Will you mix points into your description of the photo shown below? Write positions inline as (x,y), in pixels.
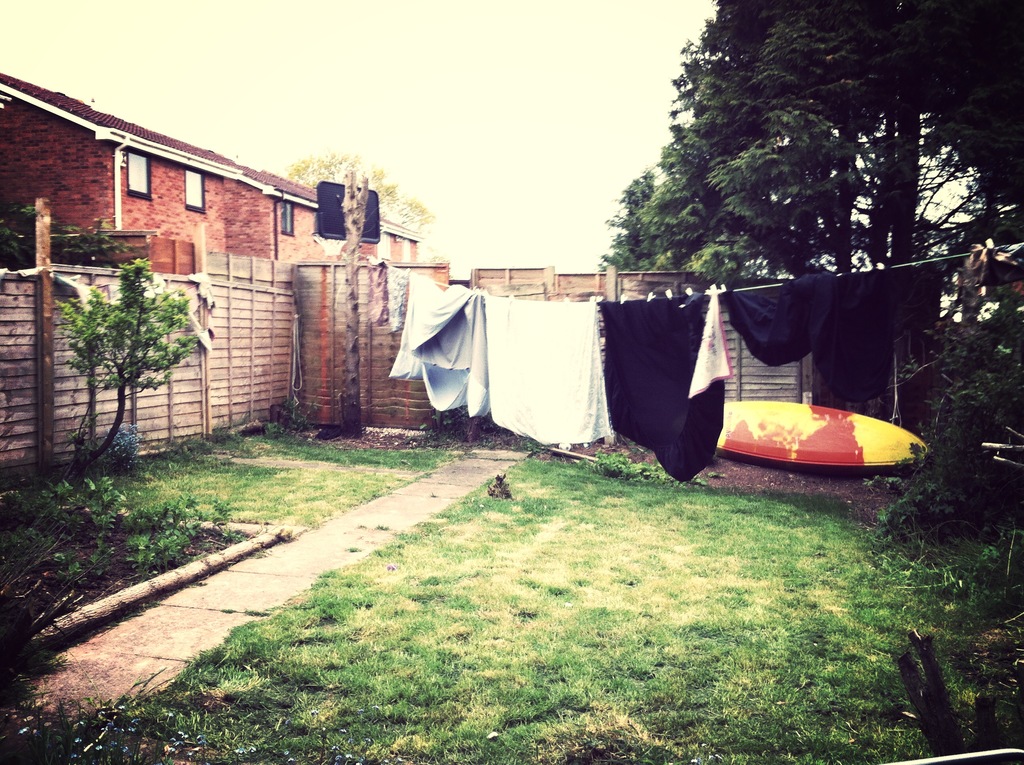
In the image there are clothes (508,304) hanging to a rope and below its grassland (328,496) with fence (305,285) on either side of it and behind there is tree (820,211) on the right side (946,99) and building (206,192) on the left side (48,191) and above its sky (457,96).
